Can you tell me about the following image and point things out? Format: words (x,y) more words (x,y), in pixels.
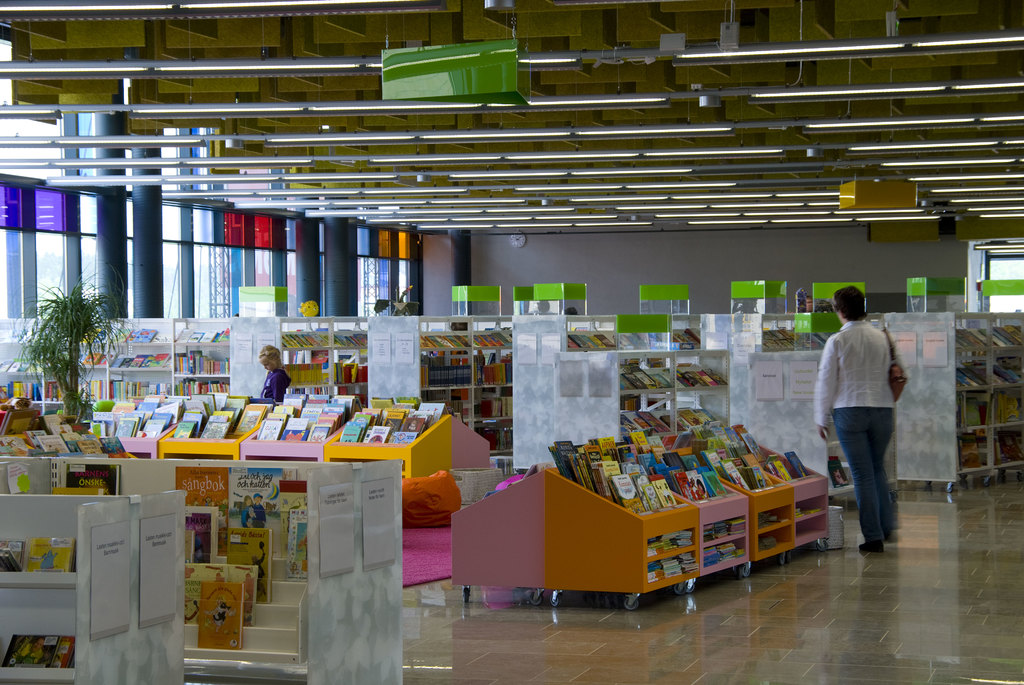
This picture looks like a library (500,403), I can see few books (634,361) on the shelves (530,446) and I can see a plant (110,334) and few papers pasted on the shelves (512,426) with some text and I can see a woman (878,418) standing.
